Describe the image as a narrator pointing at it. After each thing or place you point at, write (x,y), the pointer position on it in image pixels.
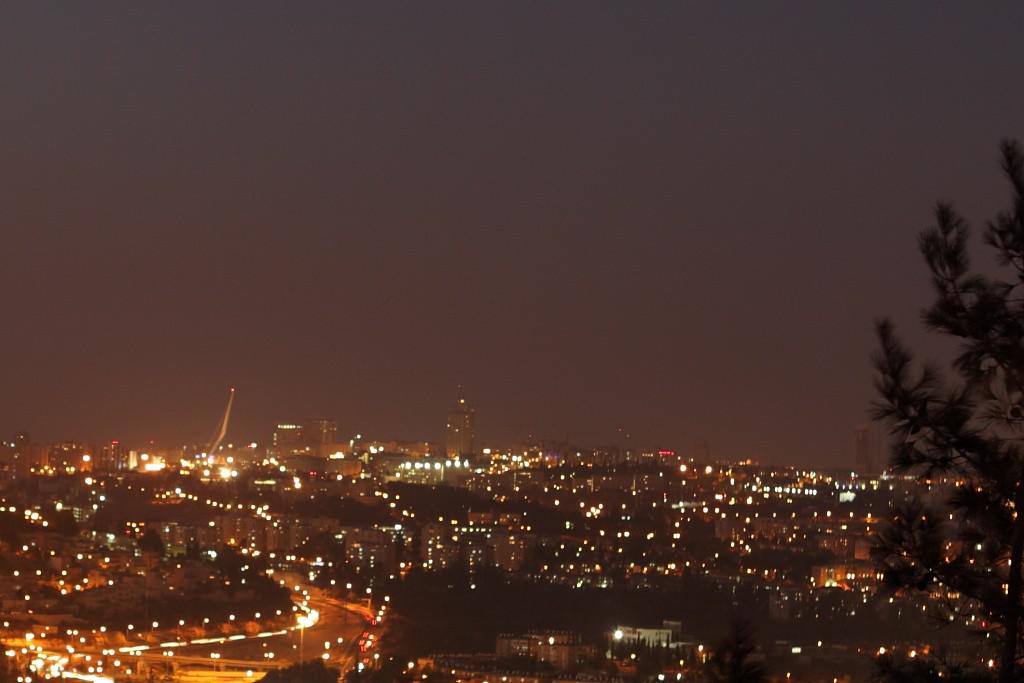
This is an aerial view and here we can see buildings (463,464), lights (302,607), trees (412,599) and there are poles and roads (375,616). At the top (170,210), there is sky (330,260).
